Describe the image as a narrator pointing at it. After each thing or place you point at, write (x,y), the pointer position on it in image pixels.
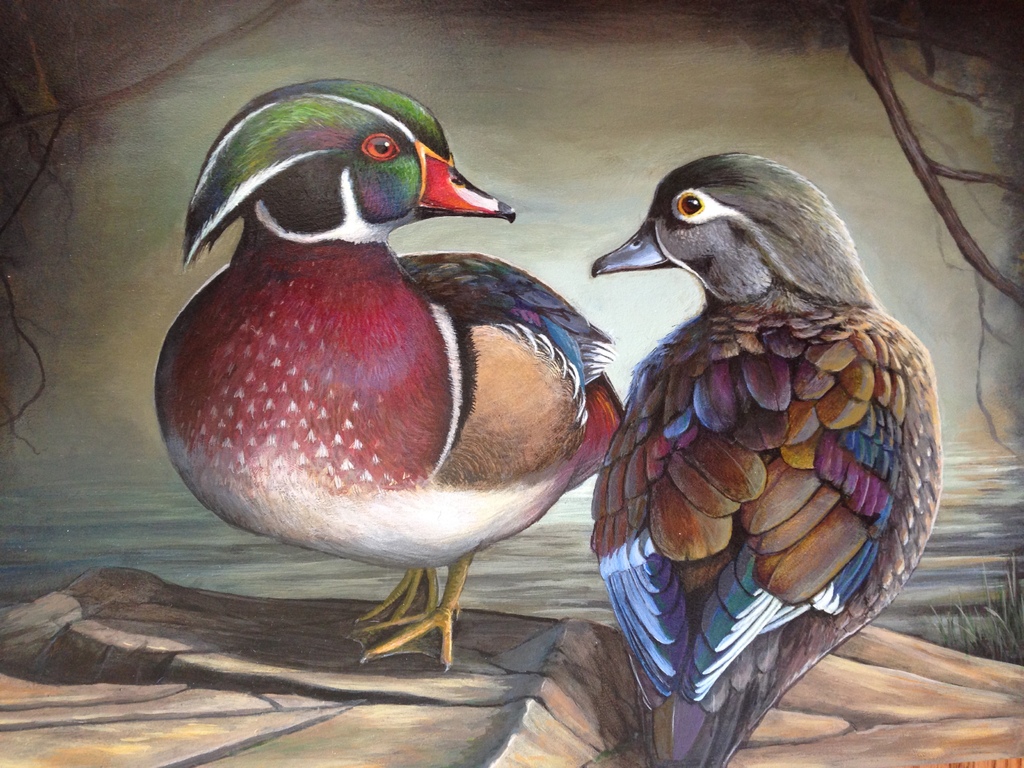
This is the picture of the painting (468,339). In this picture, we see two birds (394,313). They are in brown, red and green color. The bird (491,382) on the left side (310,290) is having a red color beak (444,202). In the background (879,62), we see trees (950,231) and water (574,560).
